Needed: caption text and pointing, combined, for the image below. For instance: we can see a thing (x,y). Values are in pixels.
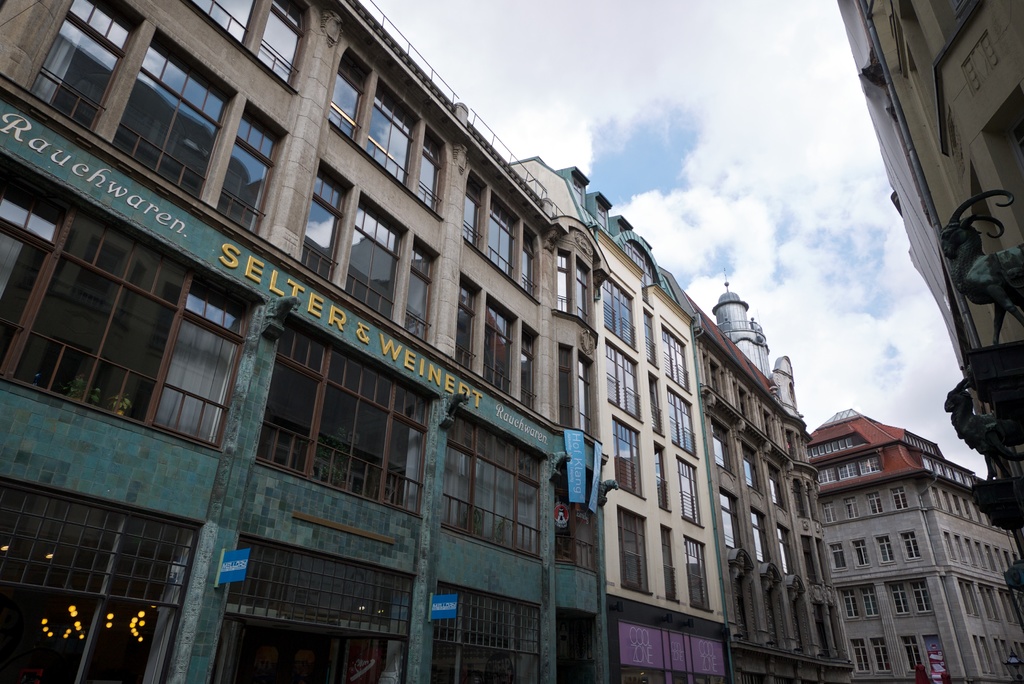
In this image we can see buildings (385,479). At the top of the image (684,103) there is sky (740,114) and clouds (671,98).
